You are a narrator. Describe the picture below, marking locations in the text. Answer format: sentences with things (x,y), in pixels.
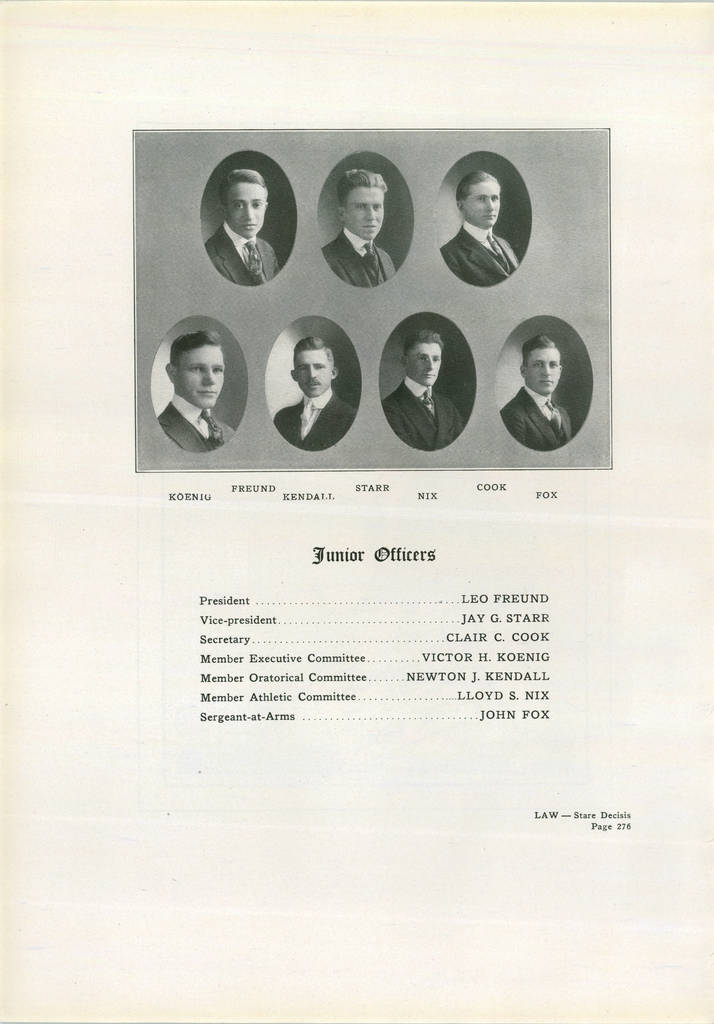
This image looks like a printed image, in which I can see a text (554,493) and seven persons photo (487,158).
